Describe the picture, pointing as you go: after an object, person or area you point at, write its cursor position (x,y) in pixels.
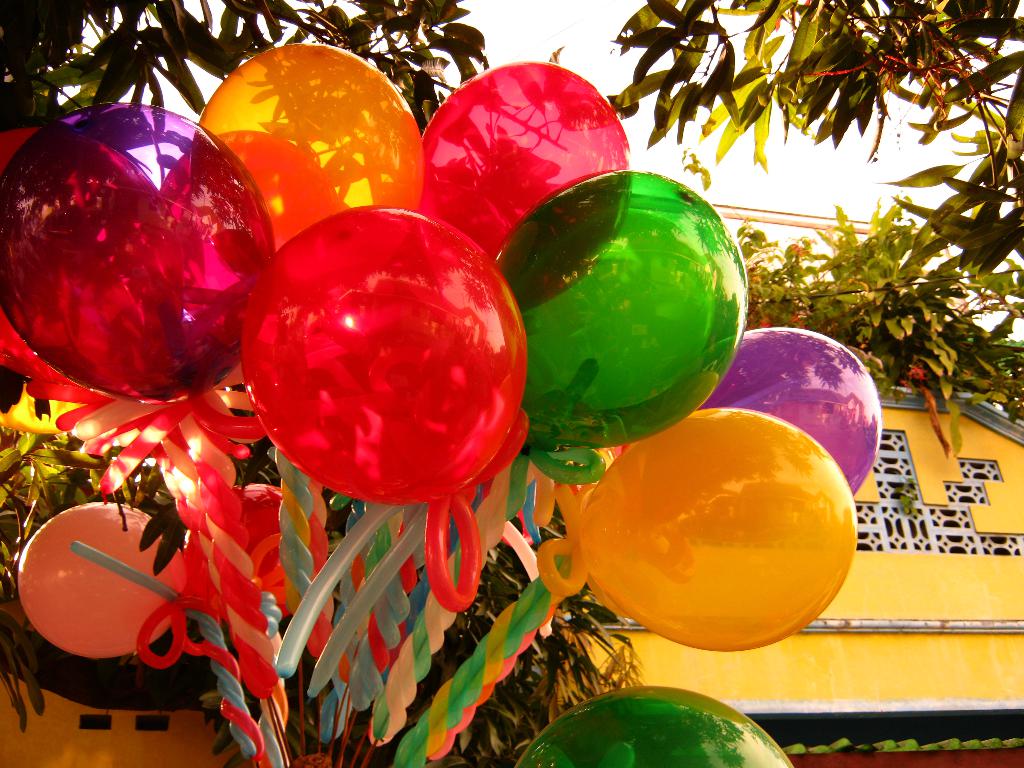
In this image there are balloons (321,416), behind the balloons (404,316) there are leaves (347,17) and a building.
